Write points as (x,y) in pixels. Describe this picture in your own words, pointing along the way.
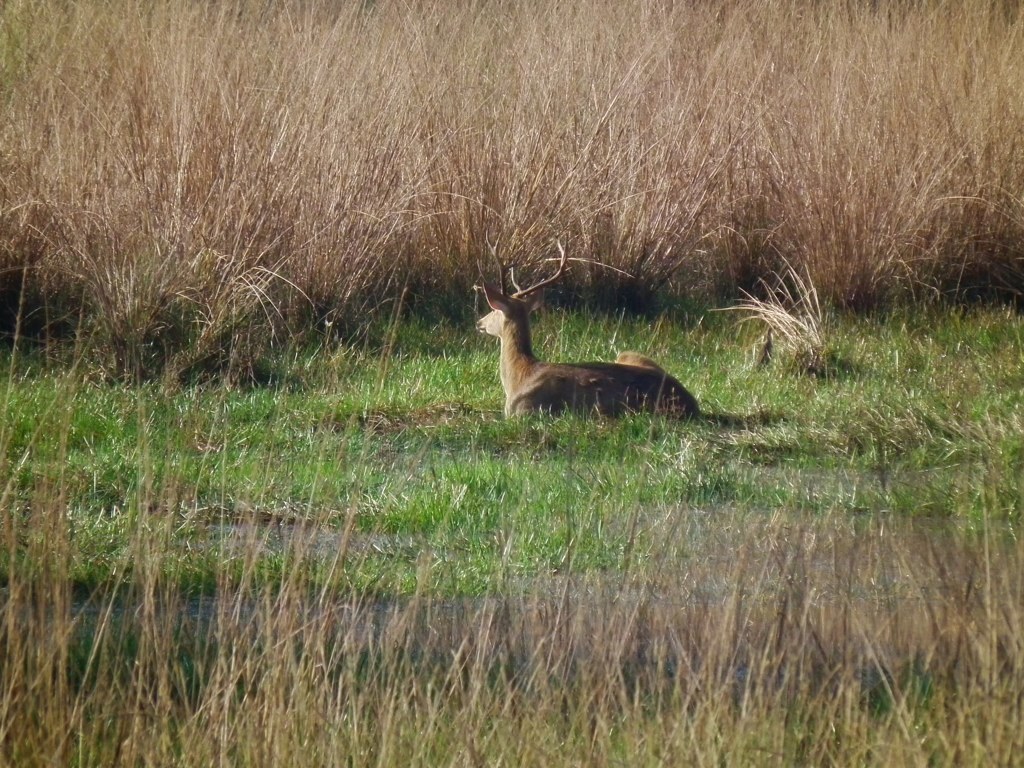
In this picture, we see a deer (684,415) is sitting on the grass (534,424). At the bottom (543,635), we see the grass (600,600). In the background (644,296), there is tall dry grass (644,296). This picture might be clicked in the forest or in a zoo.
